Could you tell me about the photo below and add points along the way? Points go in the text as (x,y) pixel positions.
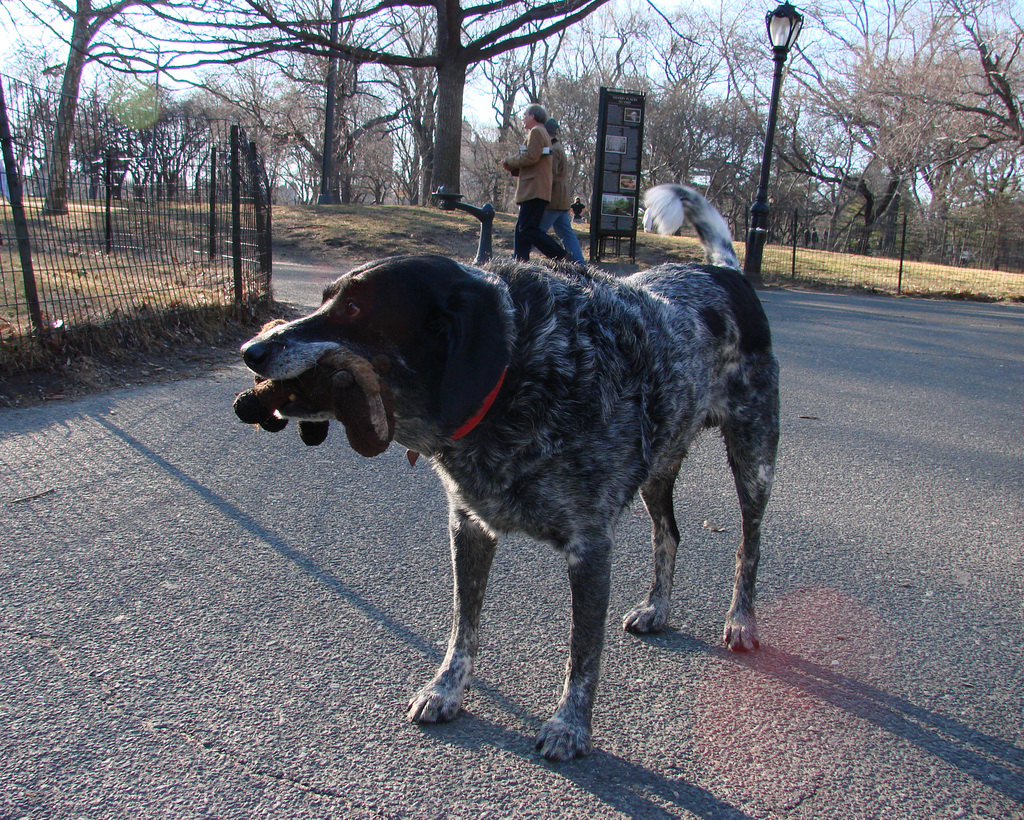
In this image I can see the dog (653,493) and the dog (642,434) is in white and black color and the dog (308,320) is holding some object (386,446). In the background (533,160) I can see two persons (547,166) walking, the light pole (778,58), few trees (297,108), railing (243,213) and the sky (175,44) is in white color.
